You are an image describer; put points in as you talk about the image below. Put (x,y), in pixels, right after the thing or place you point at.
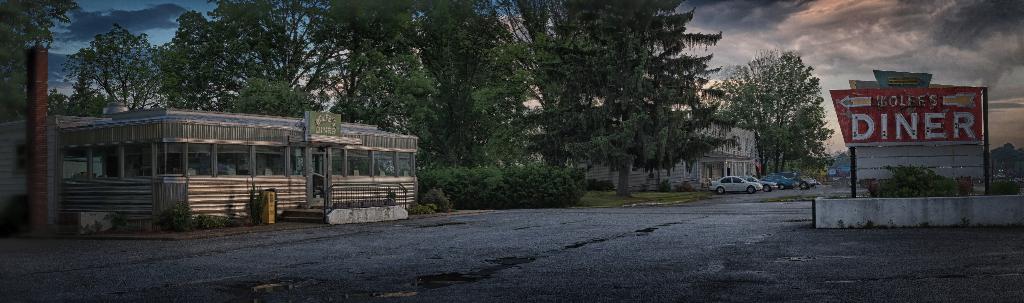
In the picture I can see a red color board (940,103) which has something written on it in the right corner (958,107) and there is a hotel (143,166) which has something written on it in the left corner (202,158) and there are few trees (434,97), vehicles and some other objects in the background (440,108) and the sky (848,20) is cloudy.
